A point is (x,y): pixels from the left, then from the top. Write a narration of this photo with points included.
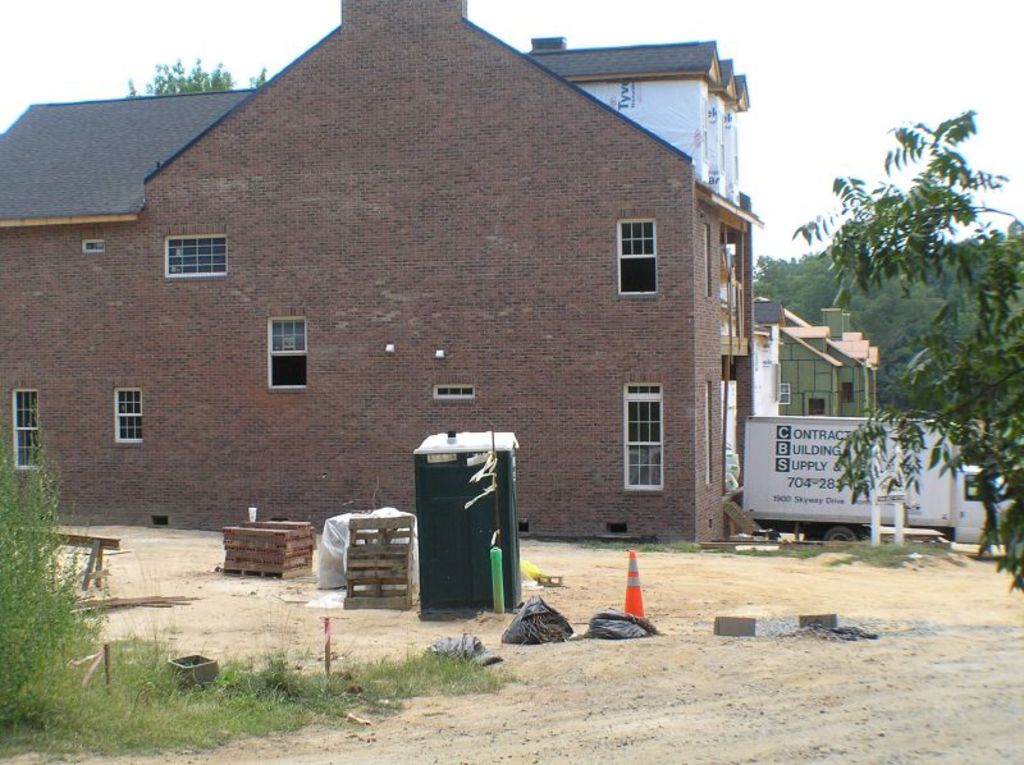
In this image we can see some houses (563,295), some objects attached to the wall (415,366), one vehicle (770,445) parked in front of the house (722,432), some text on the vehicle (868,515), one name board (898,523) with poles (877,469), some text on the house wall (396,362), one safety pole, two wooden objects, some stones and some objects (409,609) on the ground (172,567). There are some trees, bushes (33,575), plants (11,542) and grass (446,679) on the ground (974,613). At the top (146,65) there is the sky (571,24).
